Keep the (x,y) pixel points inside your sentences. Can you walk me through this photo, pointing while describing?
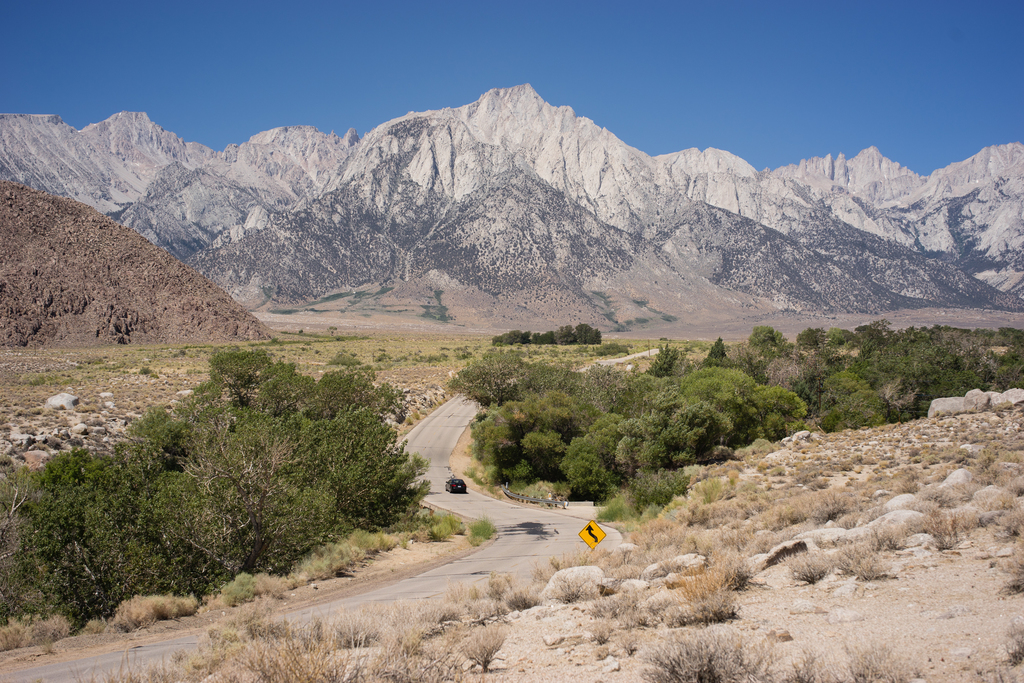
This picture is clicked outside the city. In the center (625,420) we can see vehicle (450,482) running on the road (470,498) and we can see the trees (358,453), plants (695,678). In the background (952,56) there is a sky (418,34) and the hills (279,244).
